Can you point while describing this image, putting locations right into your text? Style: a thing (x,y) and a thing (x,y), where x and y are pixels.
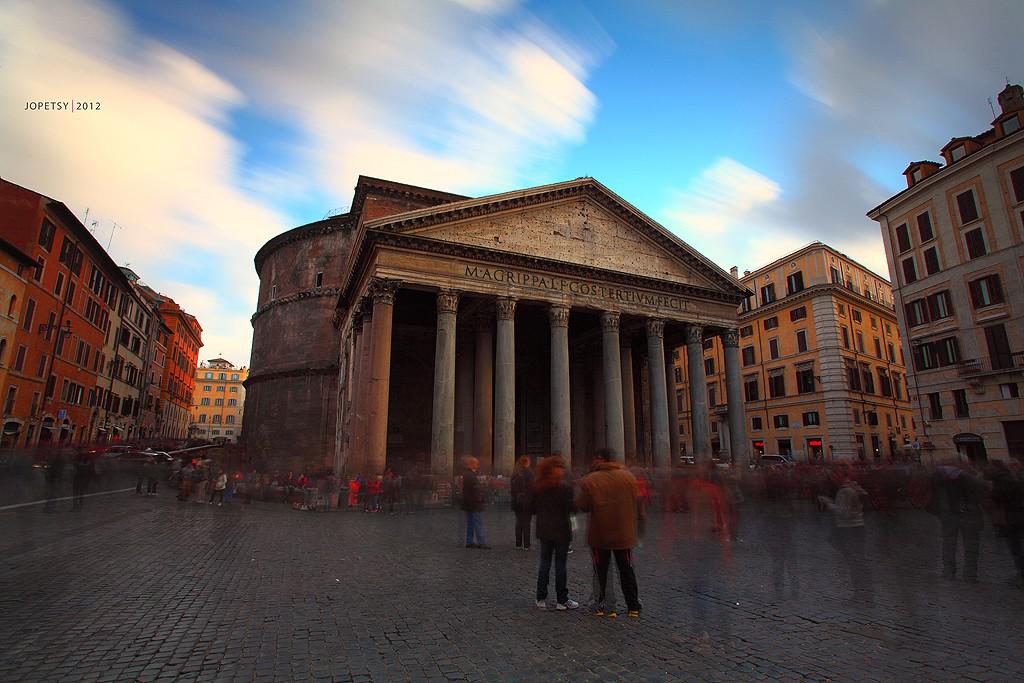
In this image I can see the ground (283,546), number of persons (848,521) standing on the ground (289,621), few vehicles (157,458) and few buildings (408,460). In the background (827,241) I can see the sky (584,121).
